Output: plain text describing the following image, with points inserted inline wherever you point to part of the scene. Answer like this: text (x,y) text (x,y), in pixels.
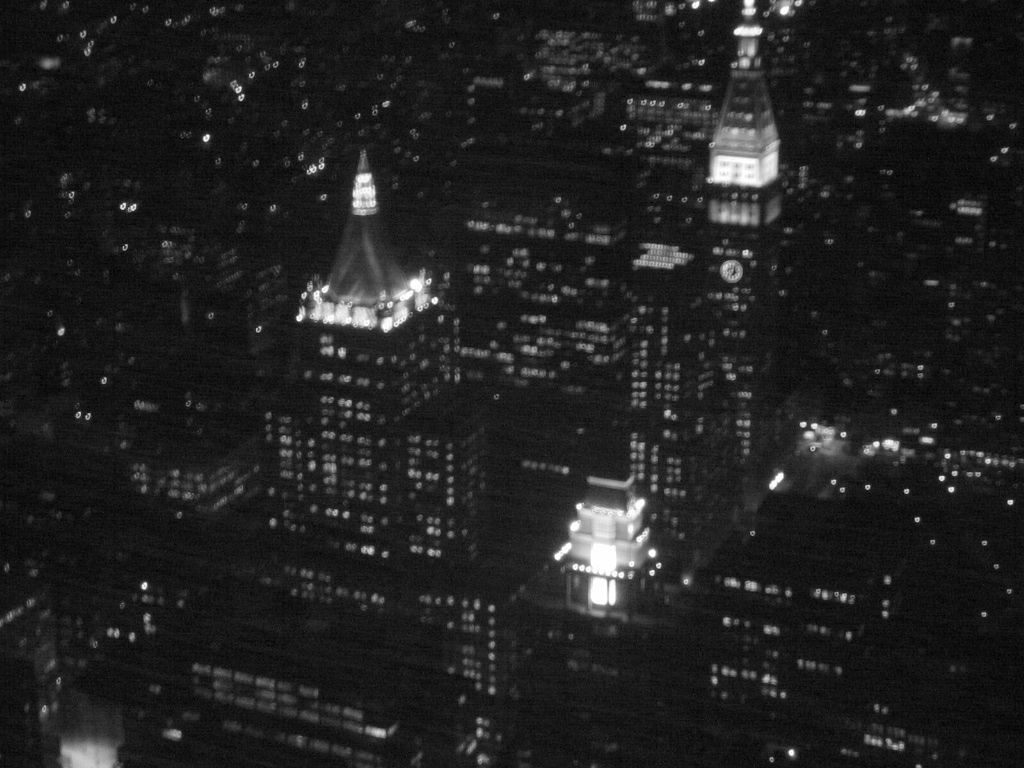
This is a black and white picture. This picture is dark. In this picture we can see the buildings (535,394) and the lights (459,461).
